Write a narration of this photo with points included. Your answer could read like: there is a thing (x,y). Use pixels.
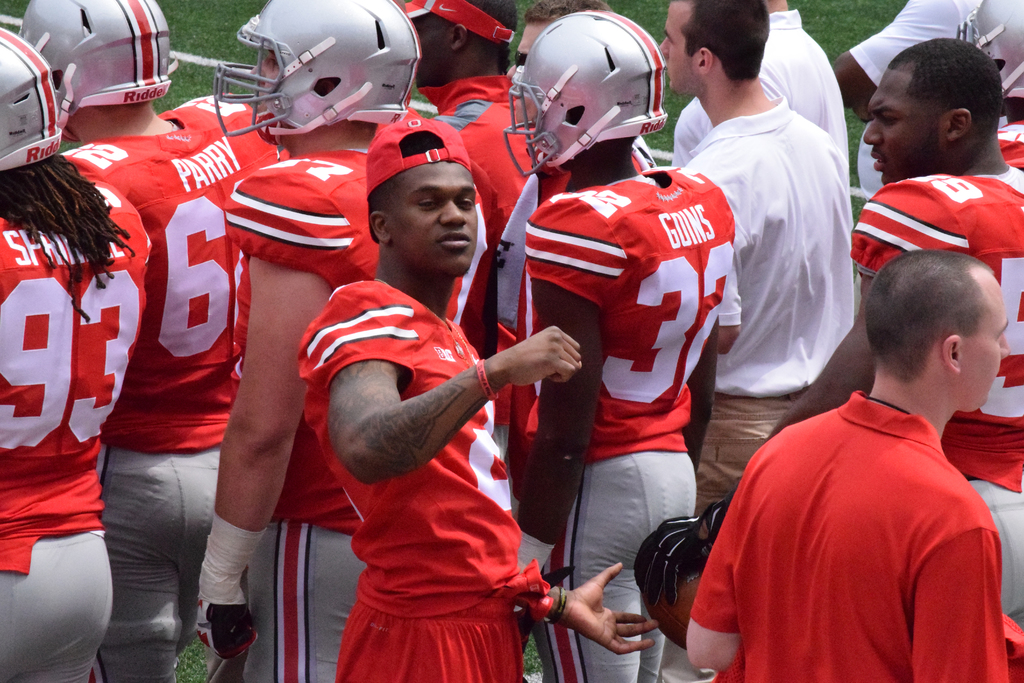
By seeing this image we can say that some group of people (576,591) are there, some of them are wearing red color dress (392,520) and some of them are wearing white color T-shirt (751,389). I think they all are sports players (602,473).
